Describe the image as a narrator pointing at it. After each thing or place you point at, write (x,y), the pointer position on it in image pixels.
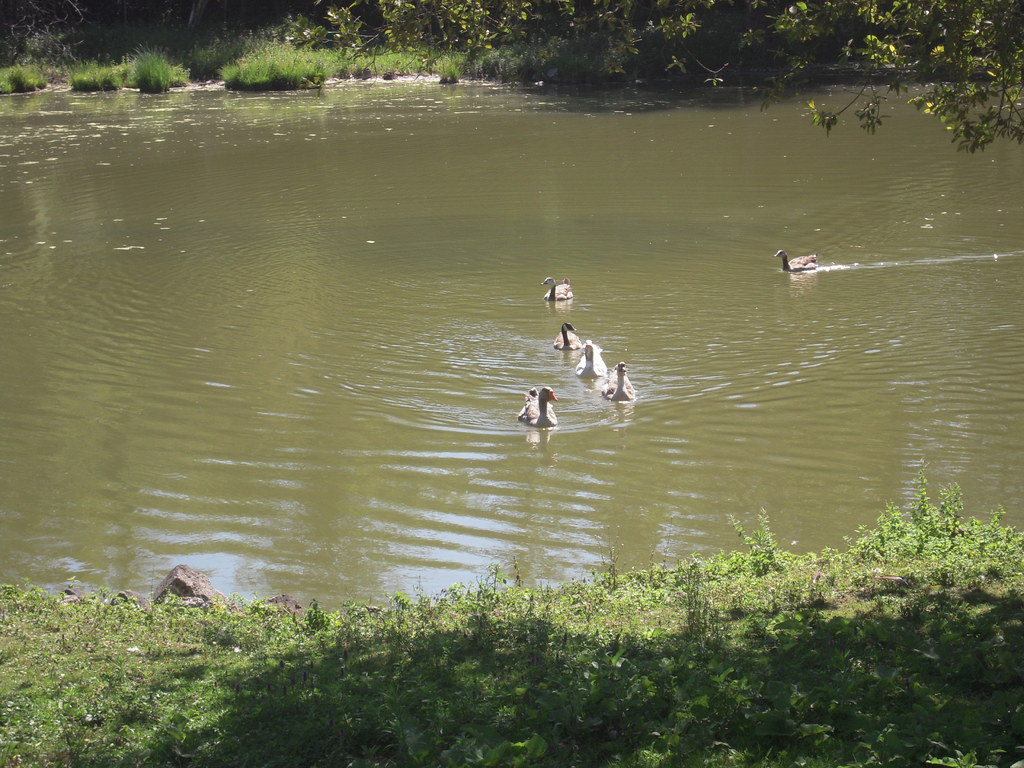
In this image we can see few birds (629,397) in the water (472,441). At the bottom (210,669) we can see grass (207,634) and plants (414,666). At the top (497,36) we can see grass (408,49), plants (580,33) and a tree (639,36).
